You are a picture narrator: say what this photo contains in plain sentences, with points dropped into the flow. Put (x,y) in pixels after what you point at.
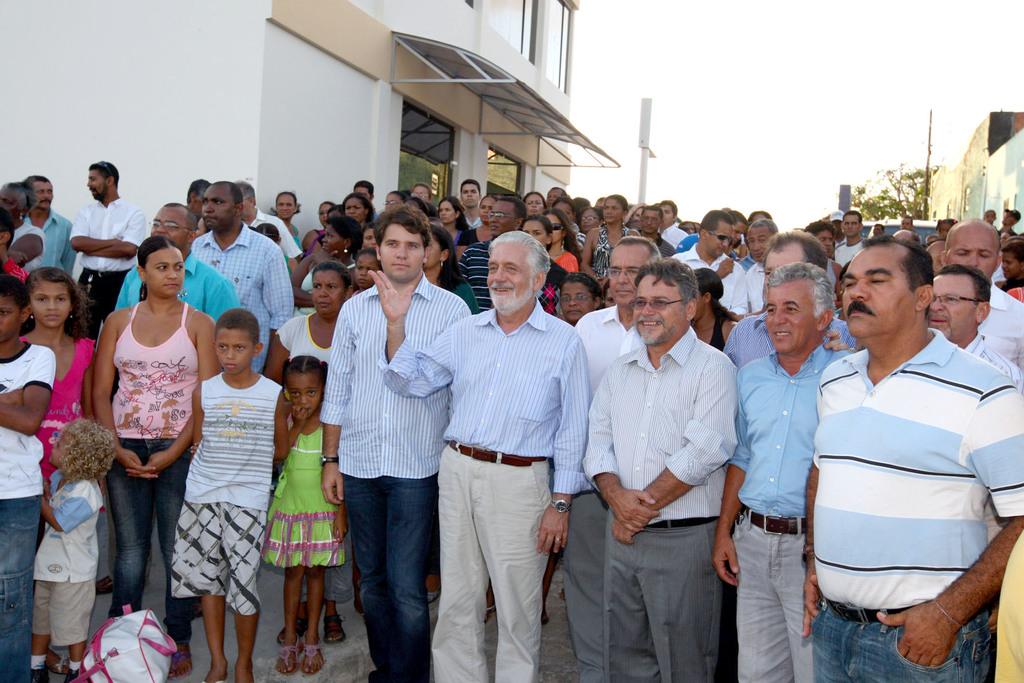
In this picture I can see a group of people (709,379) are standing in the middle (660,349), on the left side (298,130) there is a building (506,124). On the right side (867,211) there is a tree (877,193), at the top (813,85) there is the sky (783,84).
